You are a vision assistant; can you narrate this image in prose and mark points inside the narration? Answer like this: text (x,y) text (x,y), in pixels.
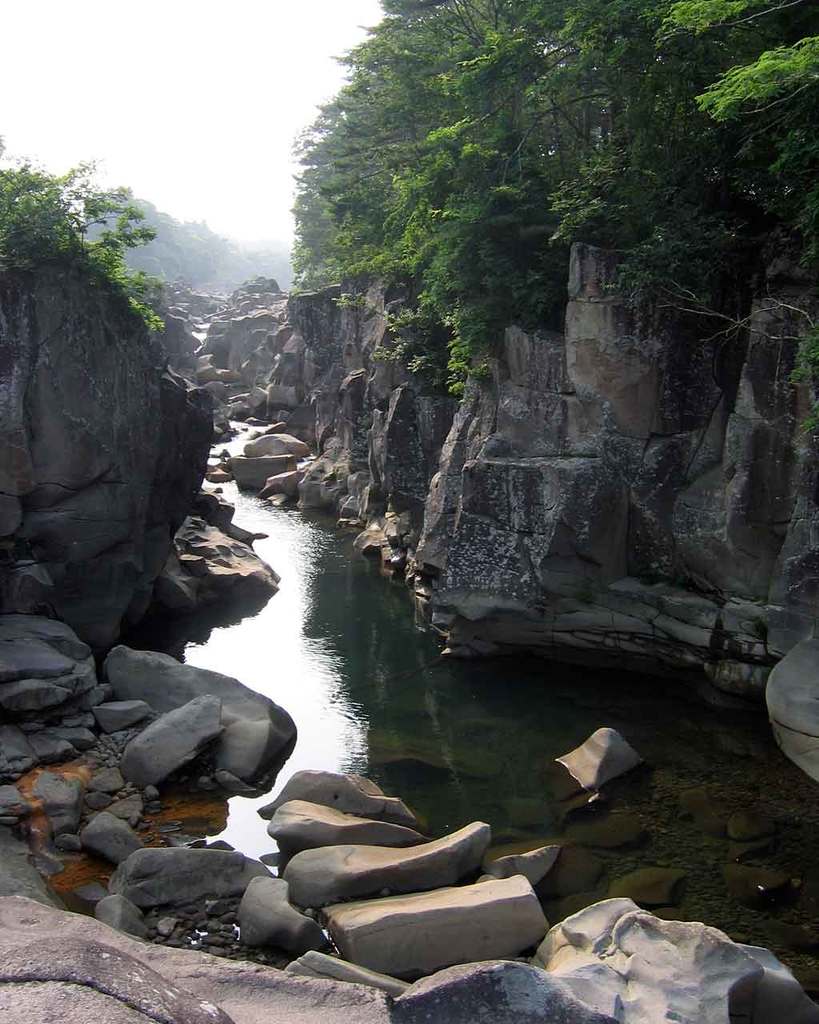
In this image we can see lake (316,639), stones (132,800), rocks (498,438), trees (483,146) and sky (148,113).
